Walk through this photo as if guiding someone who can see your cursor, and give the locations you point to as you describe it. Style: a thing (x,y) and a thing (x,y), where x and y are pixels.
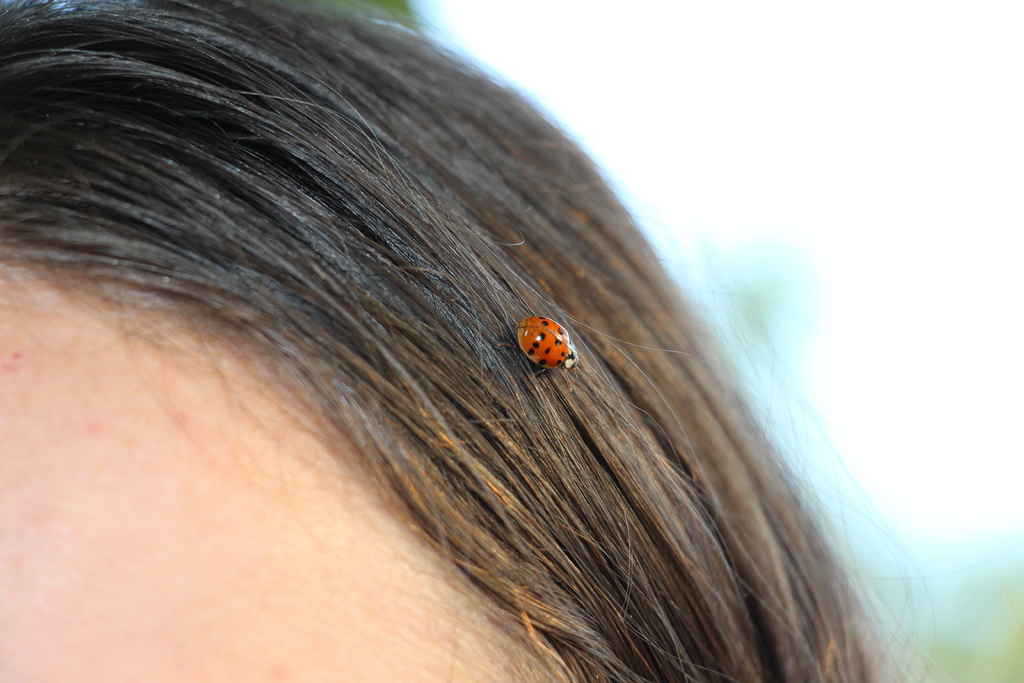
In this picture there is a ladybug (533,362) in the center of the image (522,344), on the hair (505,337).
